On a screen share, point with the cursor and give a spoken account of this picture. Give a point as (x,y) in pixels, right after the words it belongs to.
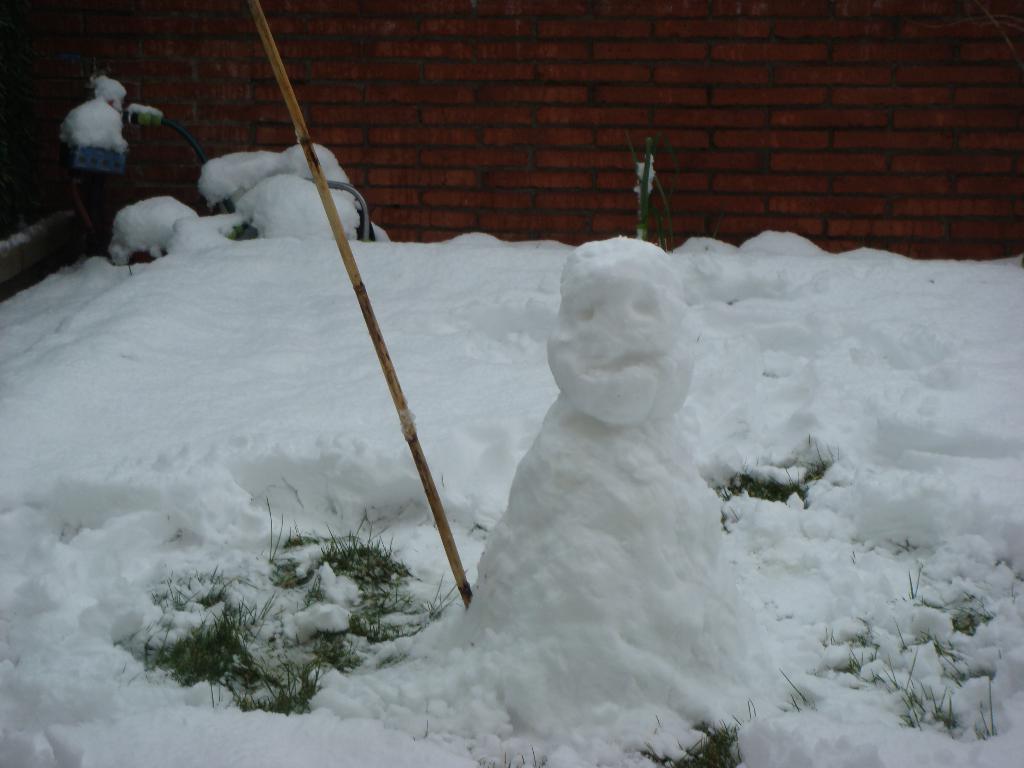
In the picture we can see a snow surface (463,699) with some grass (282,660) and a snow (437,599) made an idol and a stick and in the background (188,177) we can see a wall (338,89) with bricks (478,173).
